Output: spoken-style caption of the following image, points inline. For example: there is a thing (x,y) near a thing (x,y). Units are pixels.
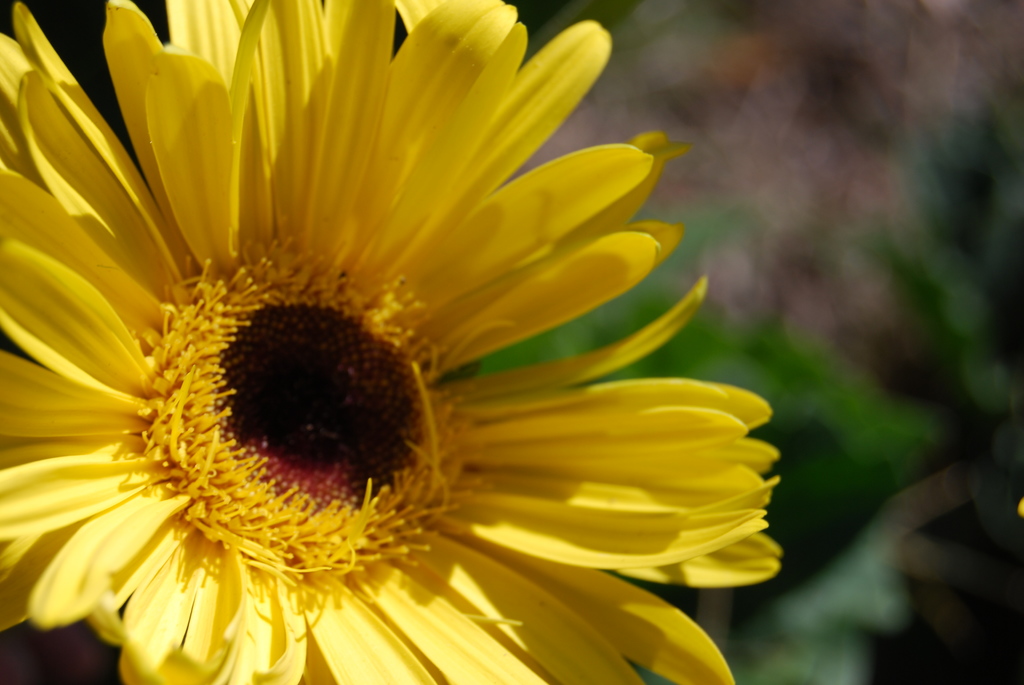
In this picture I can see a flower (602,293), and there is blur background.
